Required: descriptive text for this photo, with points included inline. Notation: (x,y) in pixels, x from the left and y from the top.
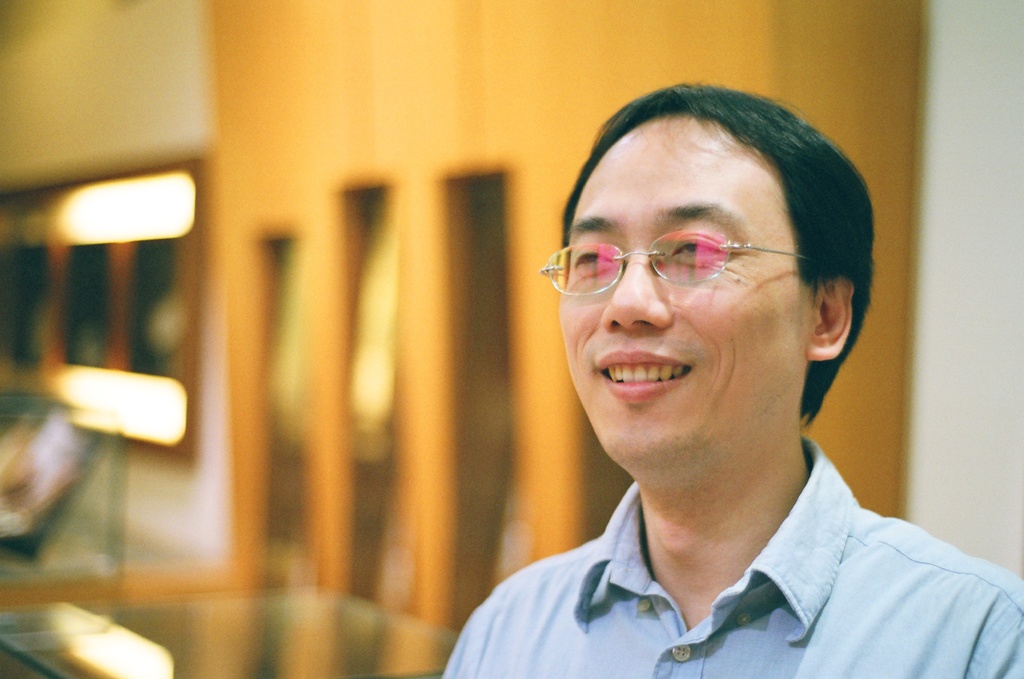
In this image we can see a person (737,569) wearing shirt (536,627) and spectacles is smiling. The background of the image (1017,94) is blurred.
